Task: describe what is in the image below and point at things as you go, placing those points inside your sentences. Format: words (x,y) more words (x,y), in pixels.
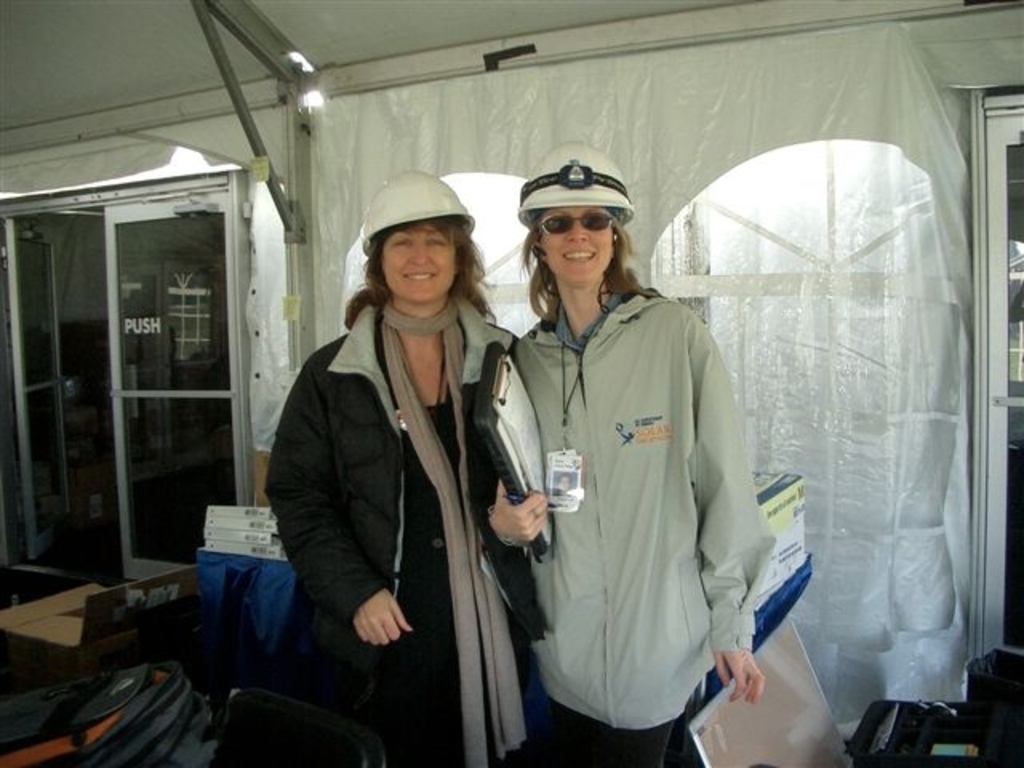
In this picture, we can see there are two women (510,748) standing on the path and a woman (500,491) is holding some items (494,453). On the left side of the women (463,555) there is a bag (105,702), cardboard box (102,625) and other objects (233,544). Behind the women (442,382) there is a curtain (319,315) and a glass door (154,438).
